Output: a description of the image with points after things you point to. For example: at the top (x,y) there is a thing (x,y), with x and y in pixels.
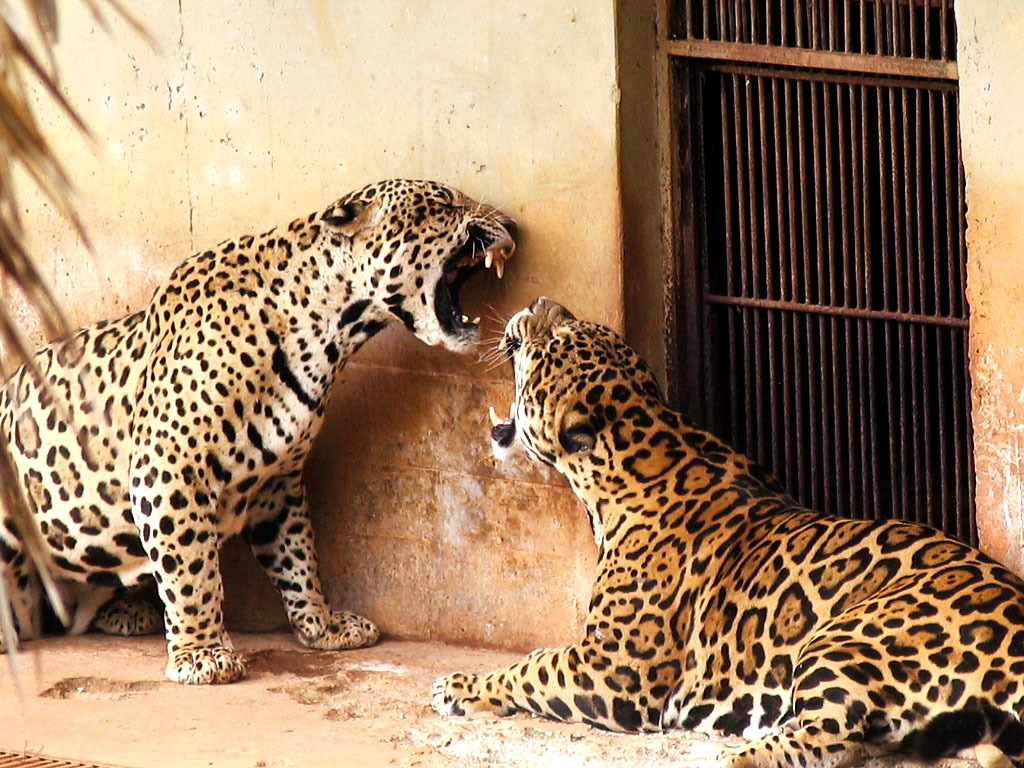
In this picture I can see the jaguars (511,420) in the middle (519,465), on the right side (891,11) there is an iron grill (928,13). In the background (610,172) I can see the wall (398,331).
